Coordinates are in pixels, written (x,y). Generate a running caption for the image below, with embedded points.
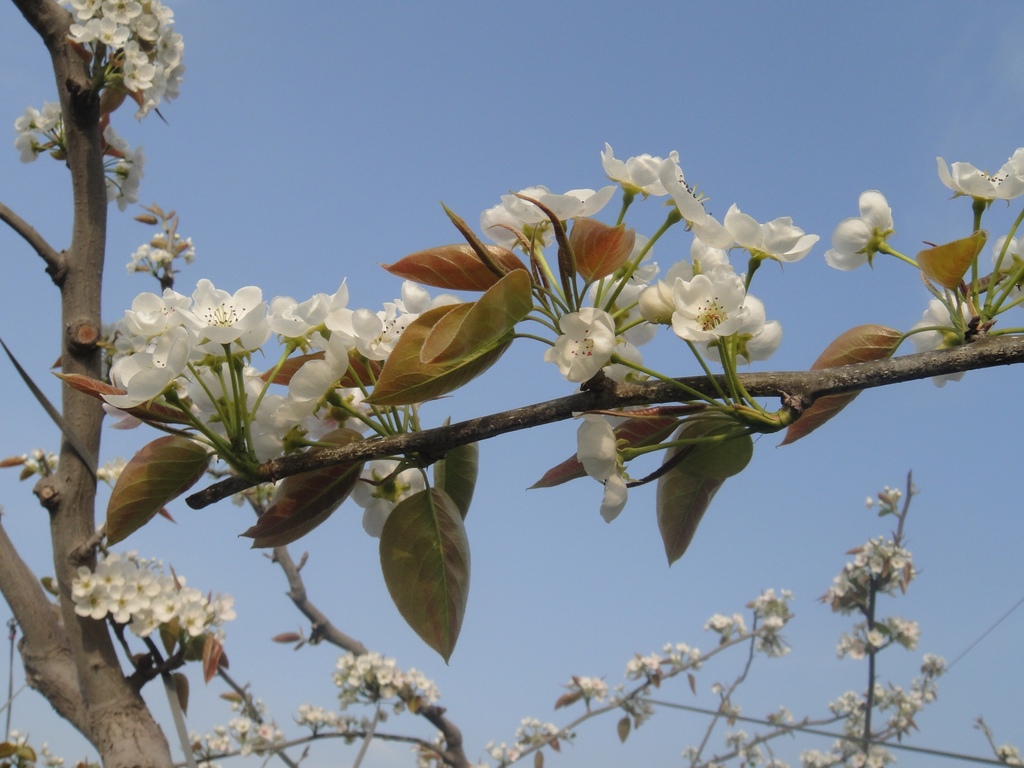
In this image in the front of there are flowers (683,209).
